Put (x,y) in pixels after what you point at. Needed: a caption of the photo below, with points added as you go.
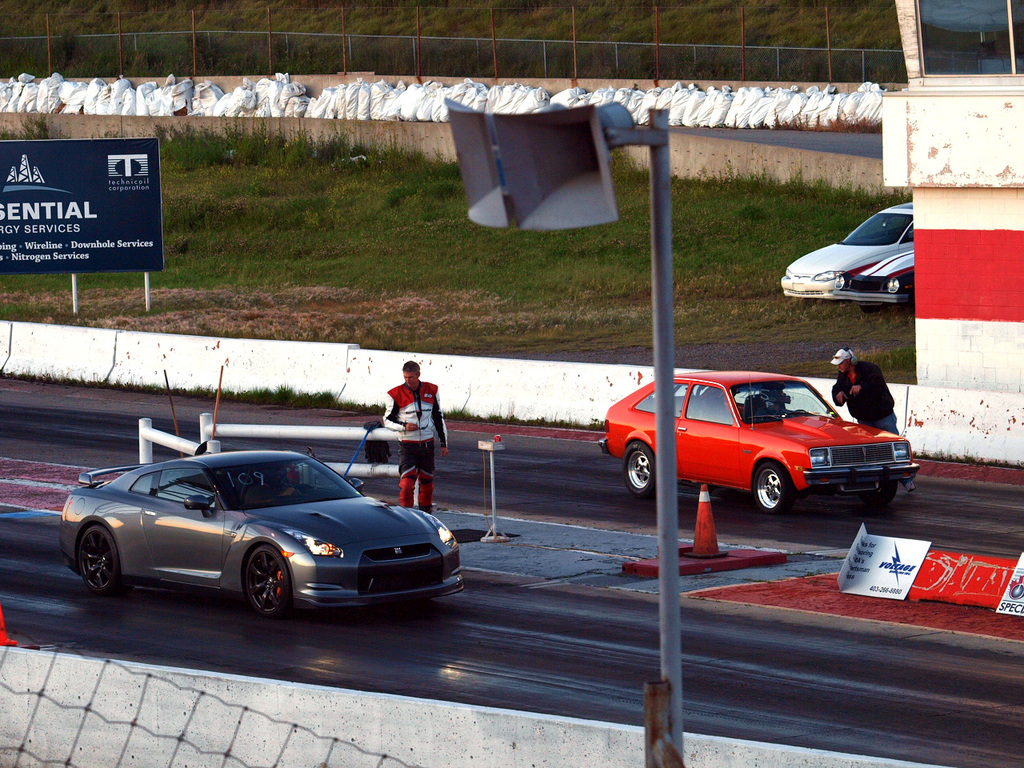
In this picture there is a man (419,406) who is standing near to the grey car (339,521). On the right (881,432) there is a red car (815,435). In the background (17,136) I can see plants (316,210) and grass (376,210). At the top (139,97) I can see many white color bag (263,108) which is kept near to the fencing (567,51) and wall (584,82). On the left (62,226) there is a advertisement board (40,227). In the center (661,407) I can see the speaker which is placed on the pole (661,290).
